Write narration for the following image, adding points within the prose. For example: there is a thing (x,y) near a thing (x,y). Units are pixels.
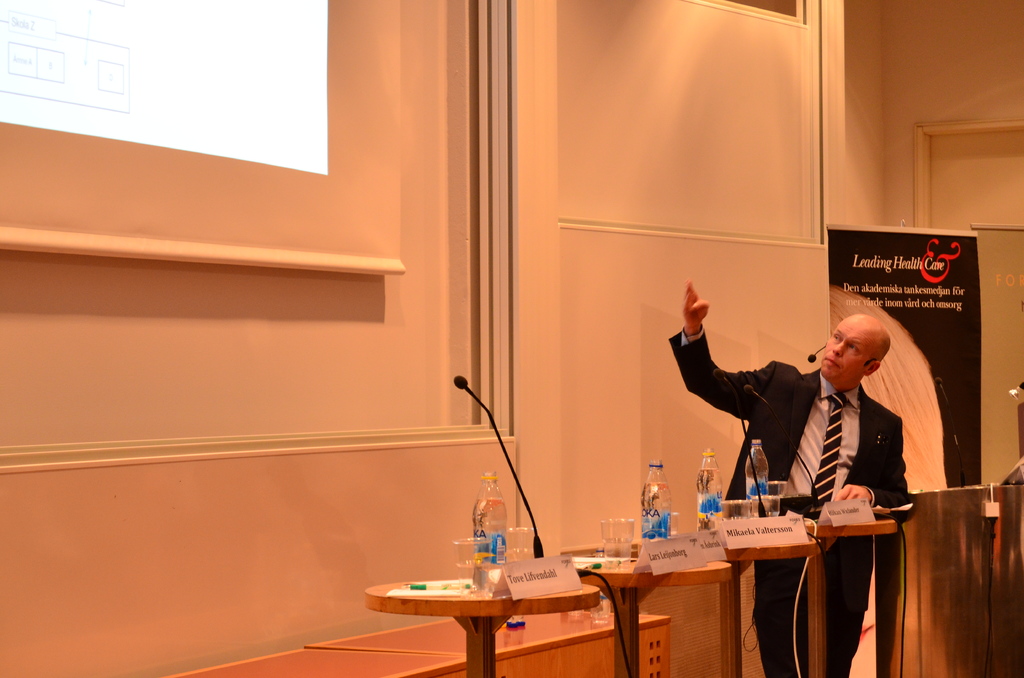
In this image we can see a person (842,342) standing. Beside the person (855,435) we can see a podium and few tables (675,579) on which there are few objects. Behind the person (770,373) we can see a banner (907,323) and a wall (777,323). In the top left (75,81), we can see a presentation (281,44) which consists of some text (34,24).
